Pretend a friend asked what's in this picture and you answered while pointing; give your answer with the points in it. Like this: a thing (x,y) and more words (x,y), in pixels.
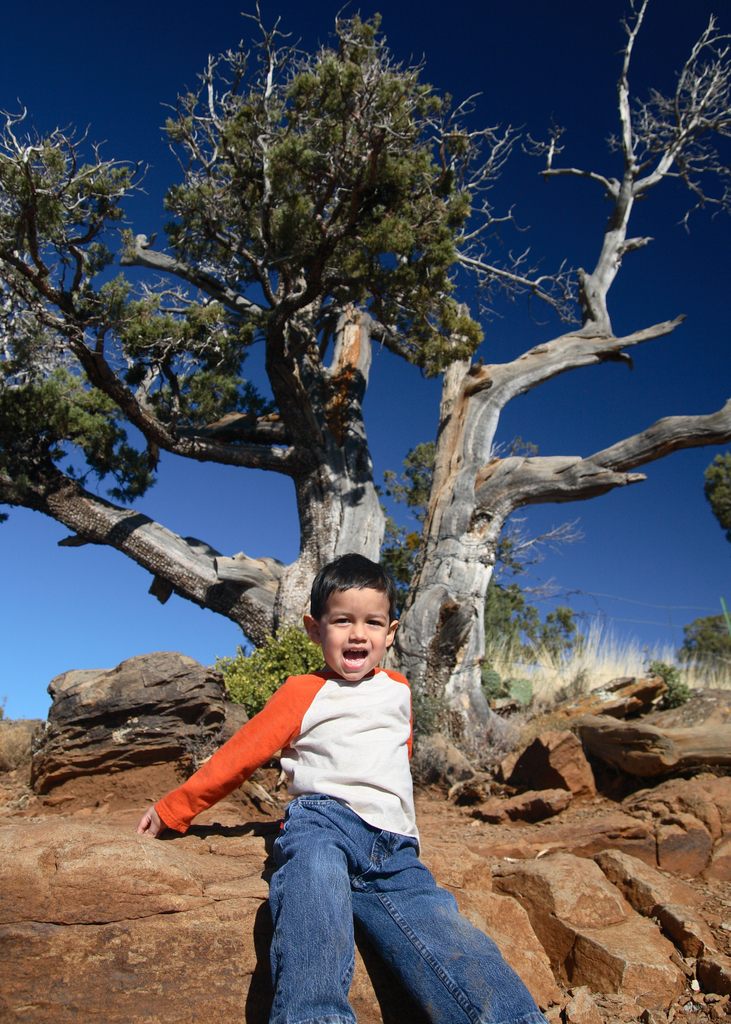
In the picture we can see a boy (412,787) leaning to the rock surface (555,780) and opening his mouth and in the background (537,475), we can see a tree (528,471) and some plant (496,635) near to it and in the background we can see some grass plants (607,652) and sky (250,341) which is blue in color.
